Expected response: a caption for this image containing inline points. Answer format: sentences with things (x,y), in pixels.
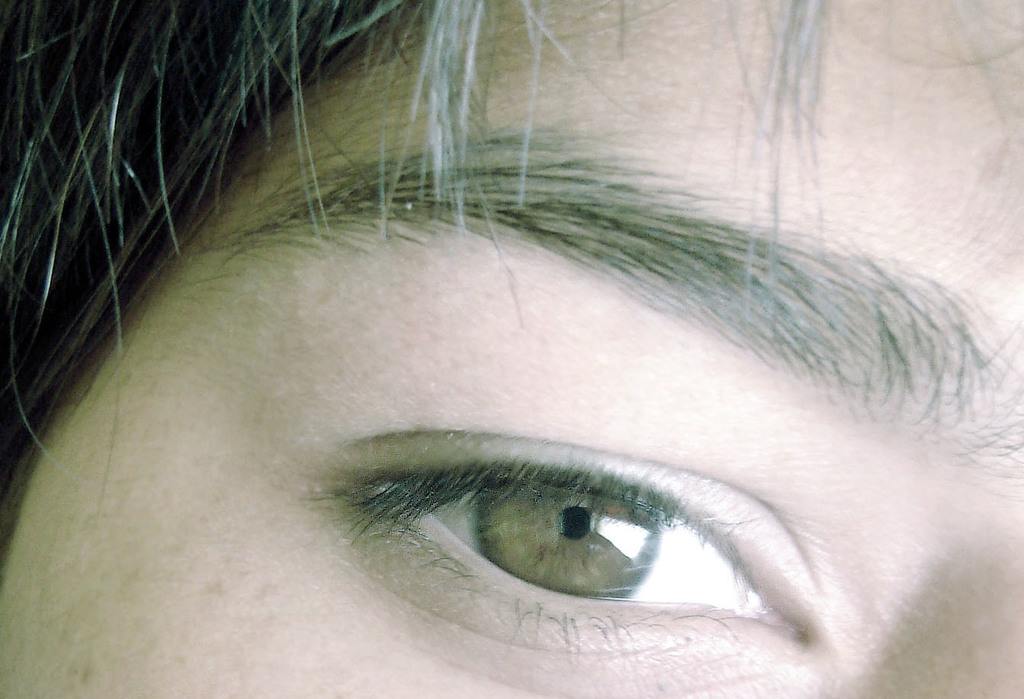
In this image we can see an eye (688,507) and eyebrow (742,265) of a person (658,245).
